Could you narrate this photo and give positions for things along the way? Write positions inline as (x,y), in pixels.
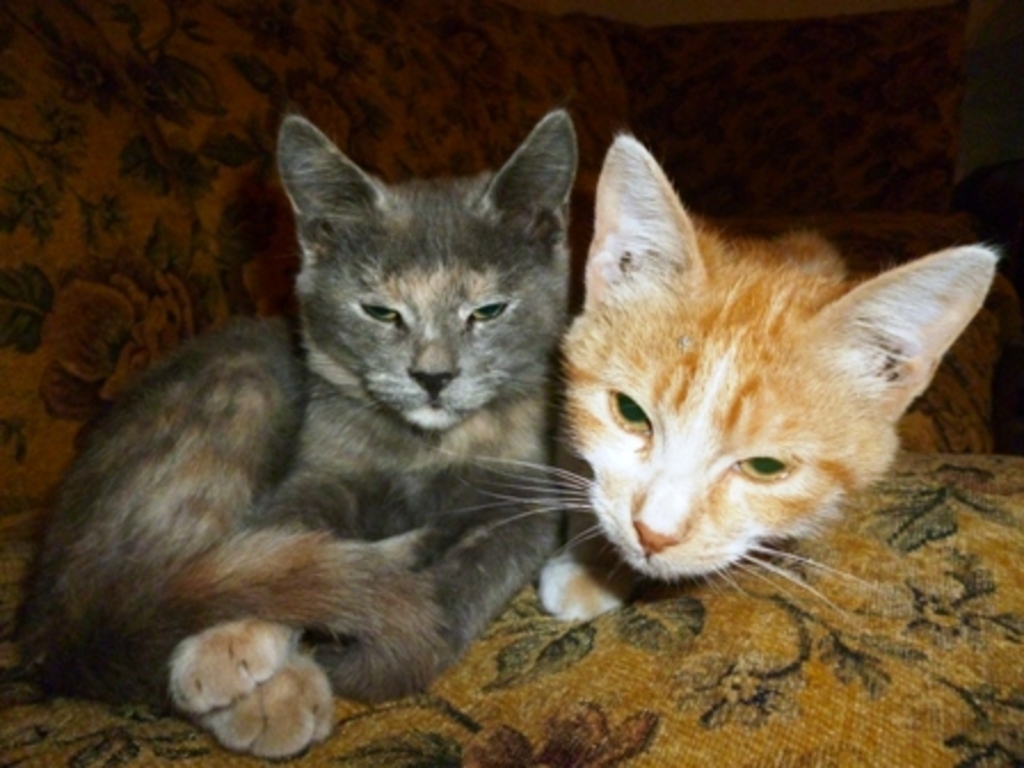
In the center of the picture (556,338) there are two cats (551,391). The cats (404,391) are on a couch (709,117).
